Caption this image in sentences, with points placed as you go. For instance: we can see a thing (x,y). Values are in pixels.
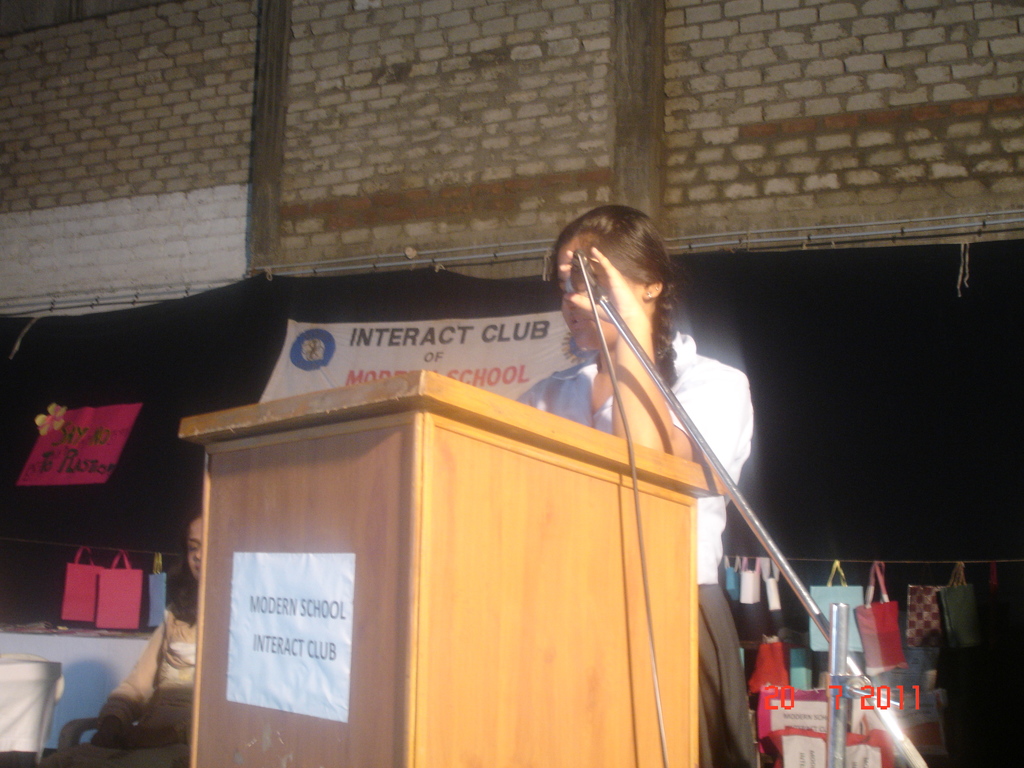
In this picture there is a girl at the center of the image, she is giving speech in the mic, there is a desk (407,431) in front of her, there is a banner (414,344) behind her on which it is written as interact club, there are some colorful bags (899,633) which are hanged behind her, there is a lady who is sitting at the left side of the image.
